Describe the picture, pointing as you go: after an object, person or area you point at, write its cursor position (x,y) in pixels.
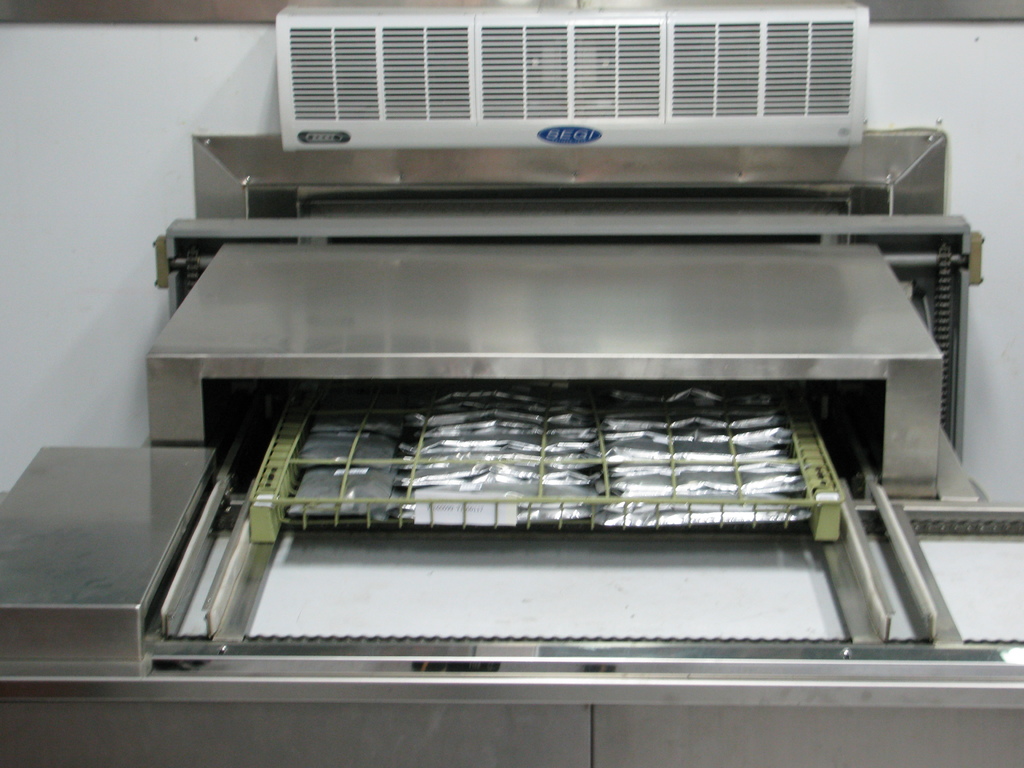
In the image there is machine (935,307) in the front (264,566) with a conveyor belt (388,551) and a tray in the middle of it, in the back (317,85) it seems to be ac vent (536,93) on the wall (136,84).
